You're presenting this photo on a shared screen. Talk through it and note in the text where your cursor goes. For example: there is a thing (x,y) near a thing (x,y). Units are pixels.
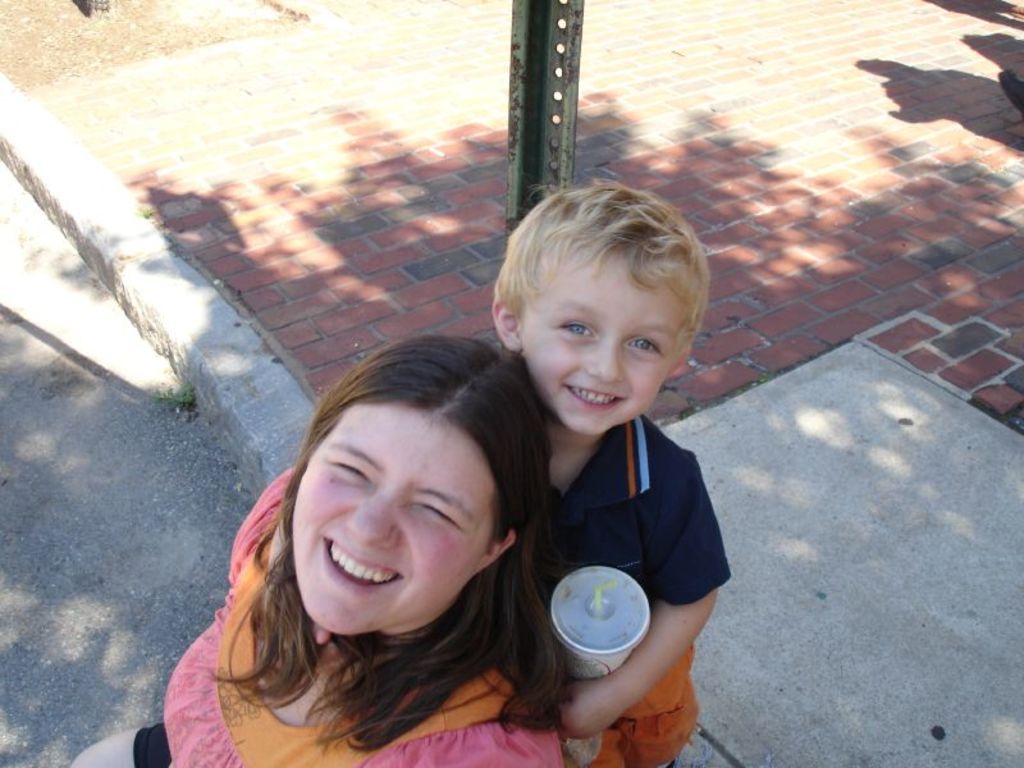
In this image at the bottom (389,544) there is one woman (393,576) and one boy (672,599), and a boy (593,546) is holding a glass (599,624). And in the background (527,143) there is pole (528,71), in the center of the image (346,297) there is pavement (406,238) and road (63,383).
